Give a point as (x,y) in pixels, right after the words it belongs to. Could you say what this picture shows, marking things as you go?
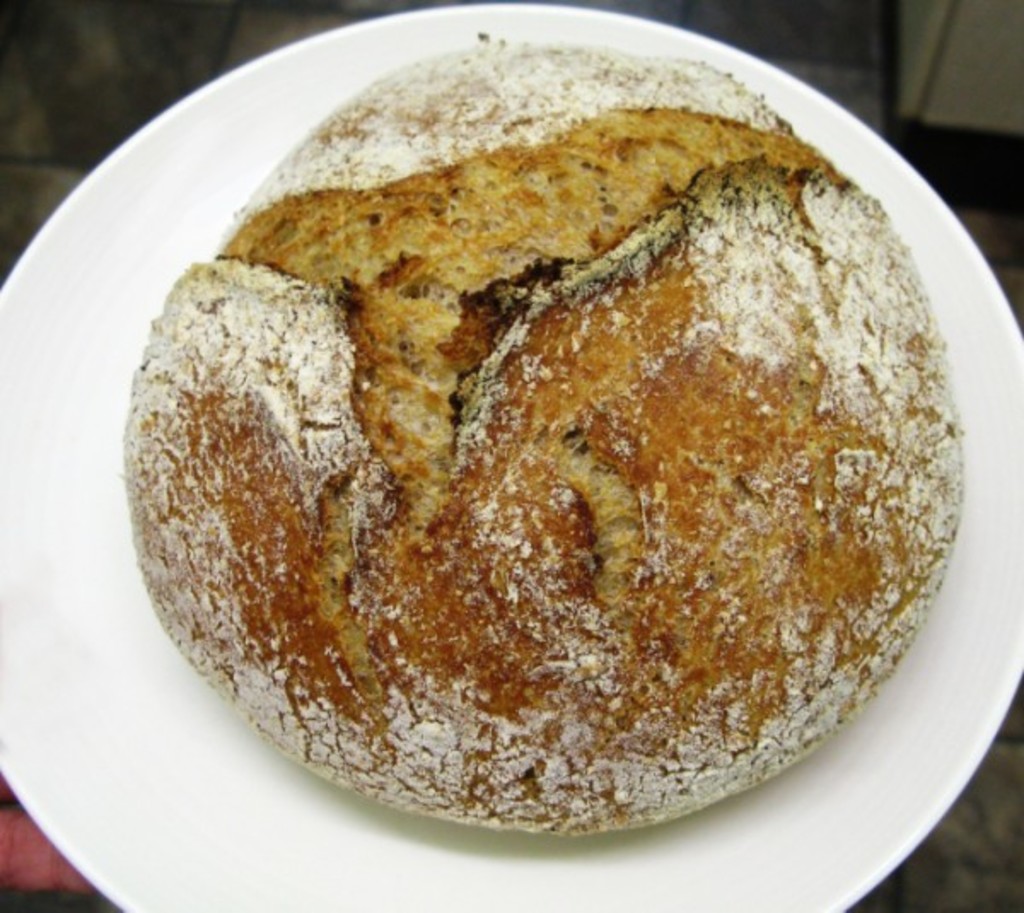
In the center of the image (632,608) we can see one plate (788,818). In the plate (788,818), we can see some food item (689,620). In the background (172,35), we can see it is blurred.
